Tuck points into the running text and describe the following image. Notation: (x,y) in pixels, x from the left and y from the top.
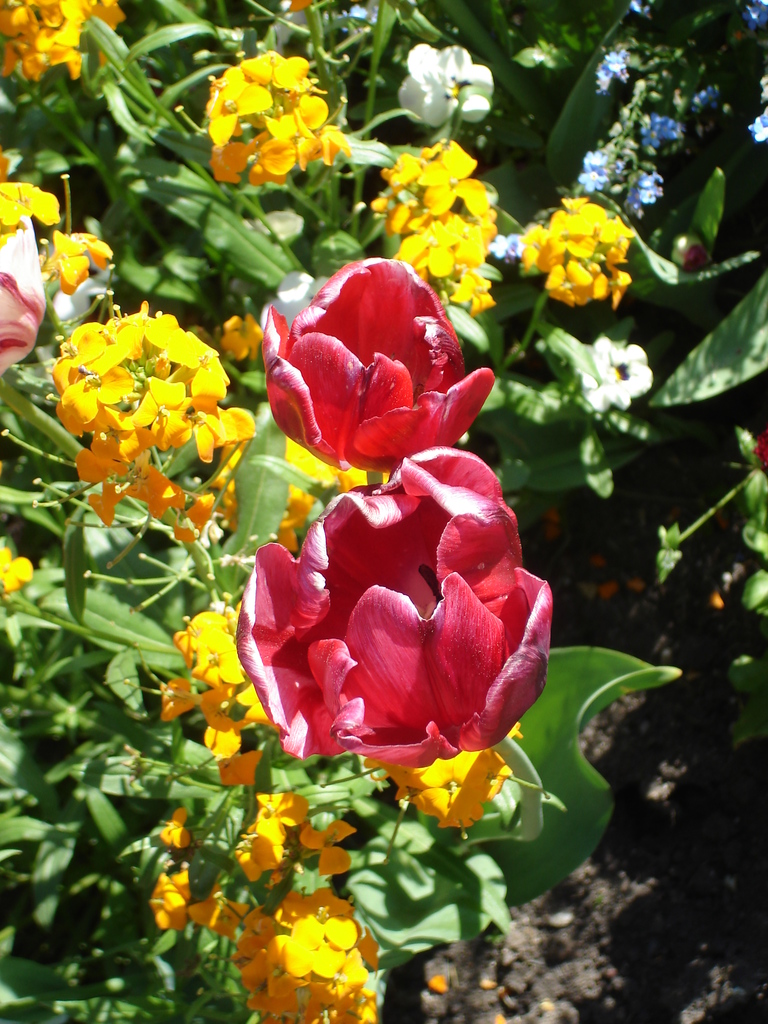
In this image there are few plants (333,737) having flowers (449,563) and leaves (235,822). Background (567,22) there are few plants (502,909) on the land (555,950).
